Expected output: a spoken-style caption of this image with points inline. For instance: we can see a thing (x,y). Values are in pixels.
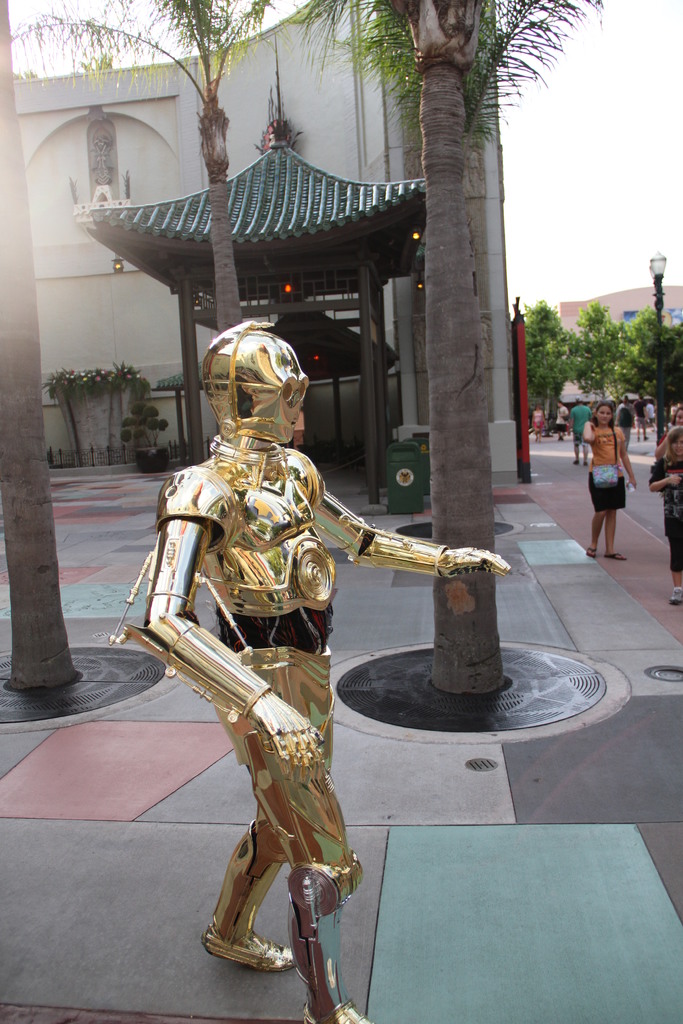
In this picture I can see there is a metal Armour (352,862) and in the background (645,176) I can see there are some people (622,447) standing and there are some trees (27,470), building (257,288) and the sky (604,170) is clear.
